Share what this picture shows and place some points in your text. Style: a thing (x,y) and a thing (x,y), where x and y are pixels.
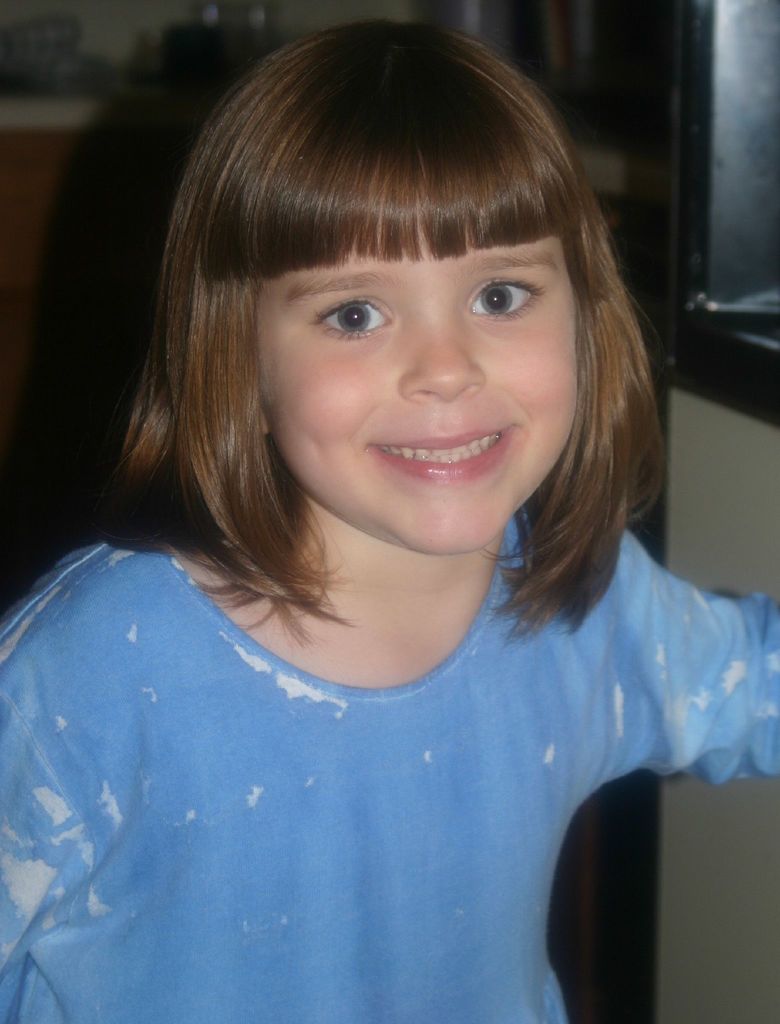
In this picture we can see a girl (510,489) smiling and in the background (730,115) we can see some objects (743,160).
